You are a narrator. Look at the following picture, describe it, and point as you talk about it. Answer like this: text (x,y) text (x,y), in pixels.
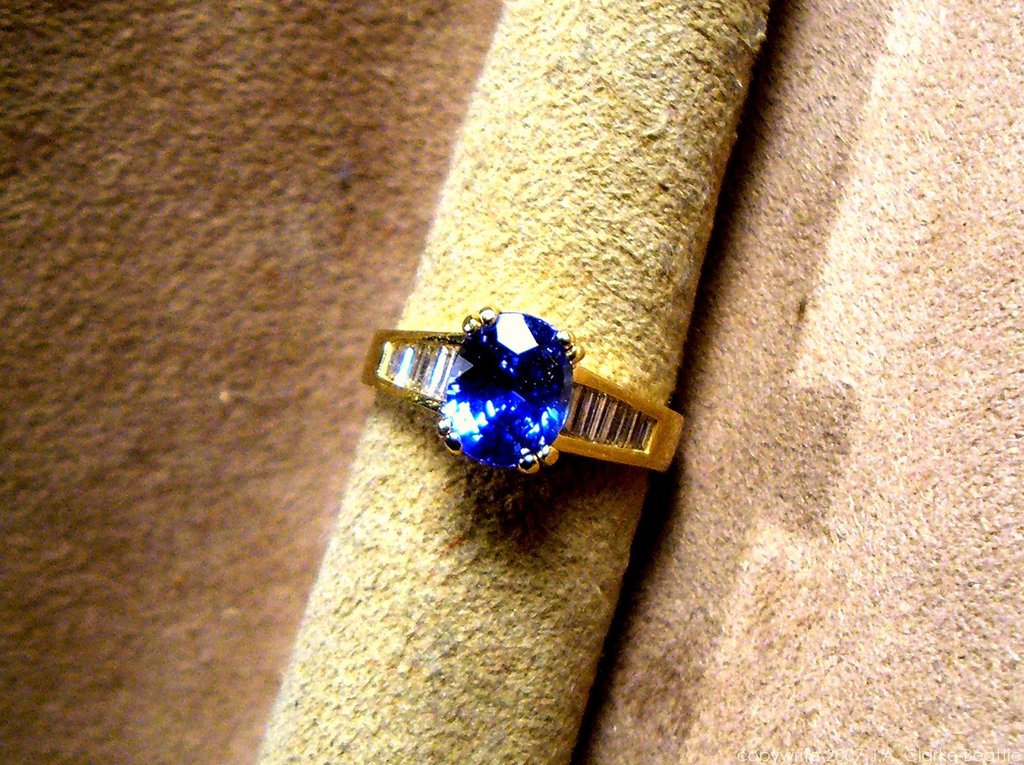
In this picture I can see the diamond ring (593,399) which is placed on the carpet (629,335).
